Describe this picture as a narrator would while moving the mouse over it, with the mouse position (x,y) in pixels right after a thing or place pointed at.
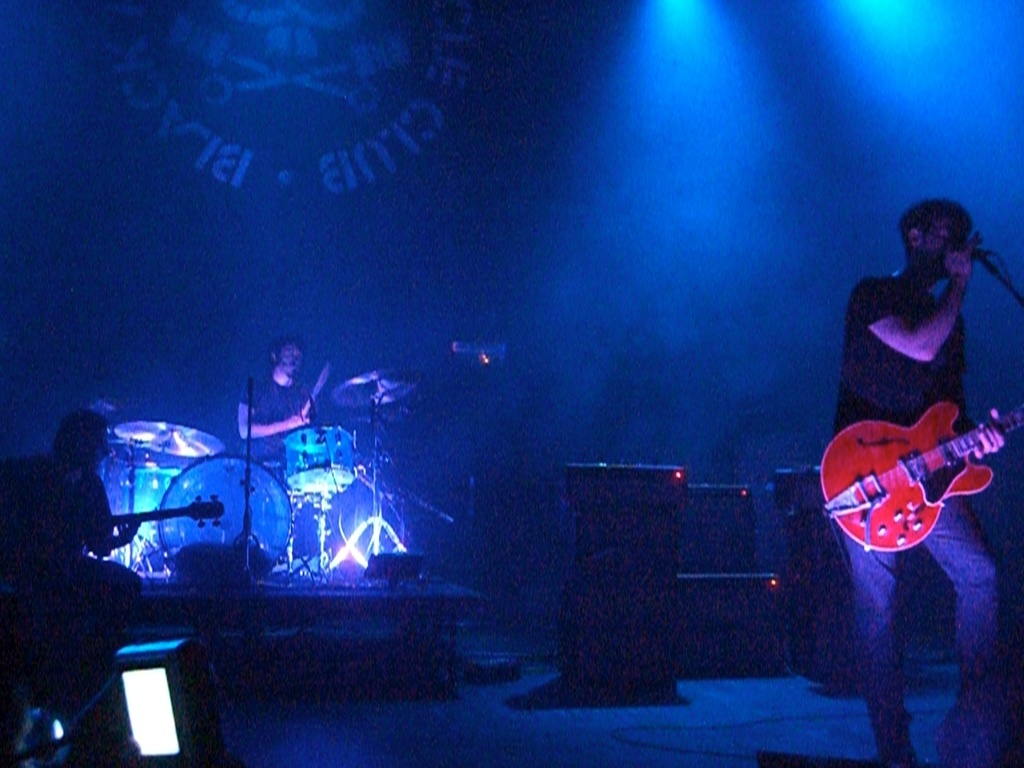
In this picture we can see three persons (286,420) playing musical instruments (200,538) such as guitar (916,475), drums (284,546) and singing on mic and in background (755,495) we can see speakers (583,608), wall (544,192), light (741,162).
